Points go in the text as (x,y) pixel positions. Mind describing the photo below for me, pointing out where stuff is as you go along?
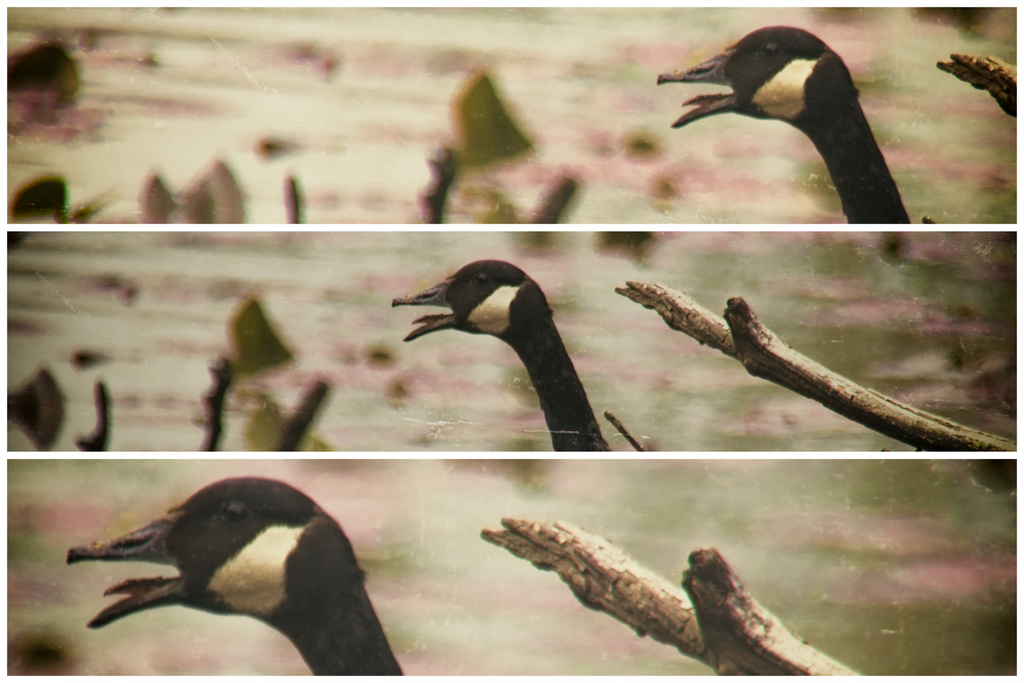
In the picture I can see the collage images. I can see the neck (520,306) of a duck (467,273) and wooden pieces (826,367).
